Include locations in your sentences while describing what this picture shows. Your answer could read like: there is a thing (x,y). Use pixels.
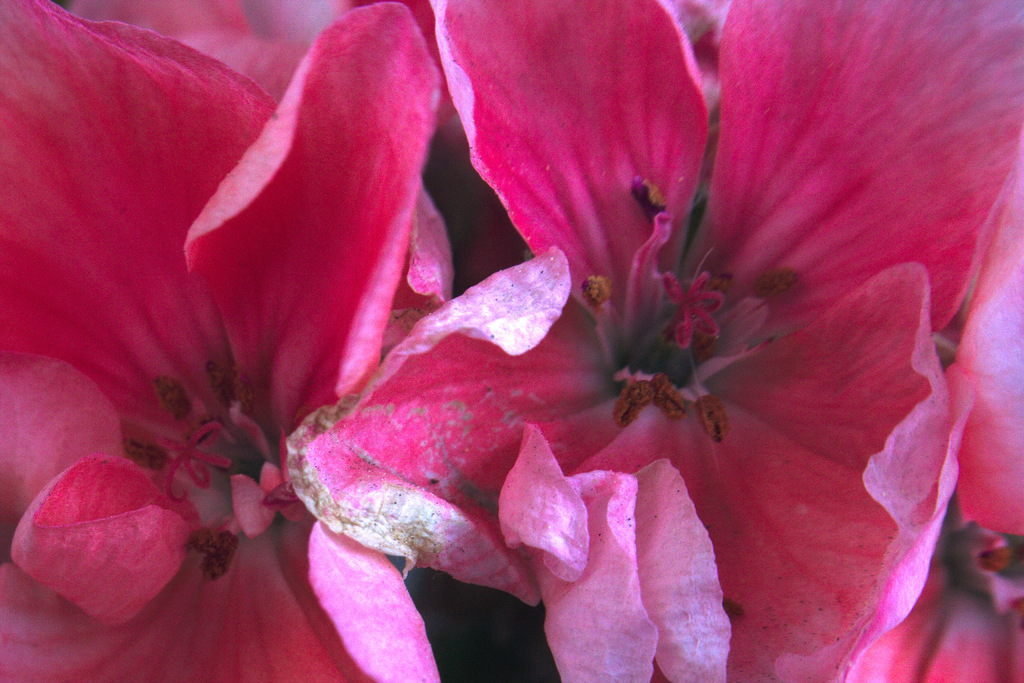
In the image we can see some pink color flowers (583,118).
